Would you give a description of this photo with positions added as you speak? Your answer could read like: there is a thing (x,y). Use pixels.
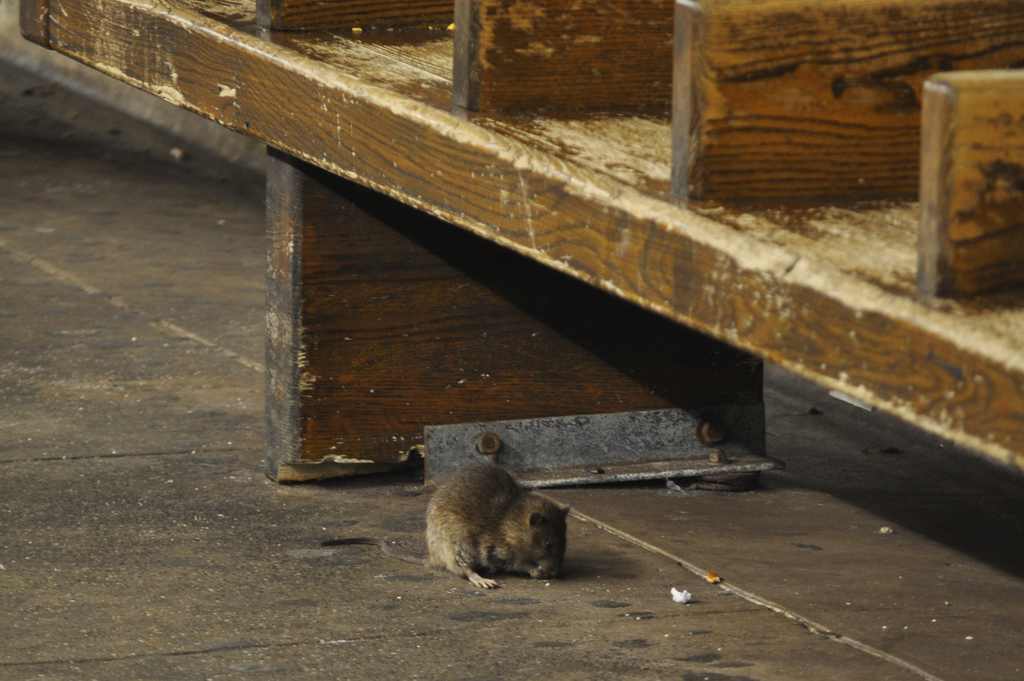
In this image we can see a rat (389,552) on the surface (389,581). We can also see the wooden rack (429,160).
